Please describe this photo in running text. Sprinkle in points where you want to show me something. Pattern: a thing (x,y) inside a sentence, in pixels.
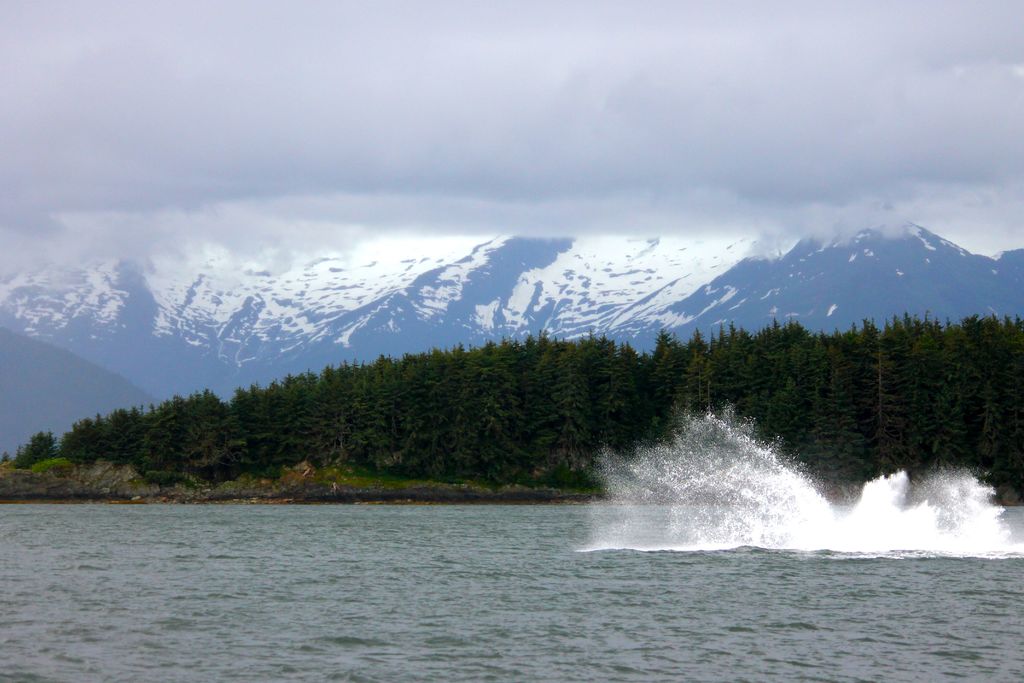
In this image, we can see so many trees (515,440). Background (423,273) there are few mountains (433,282). At the bottom (502,613), we can see the sea (510,607). Top of the image (541,172), we can see a cloudy sky (516,154).
